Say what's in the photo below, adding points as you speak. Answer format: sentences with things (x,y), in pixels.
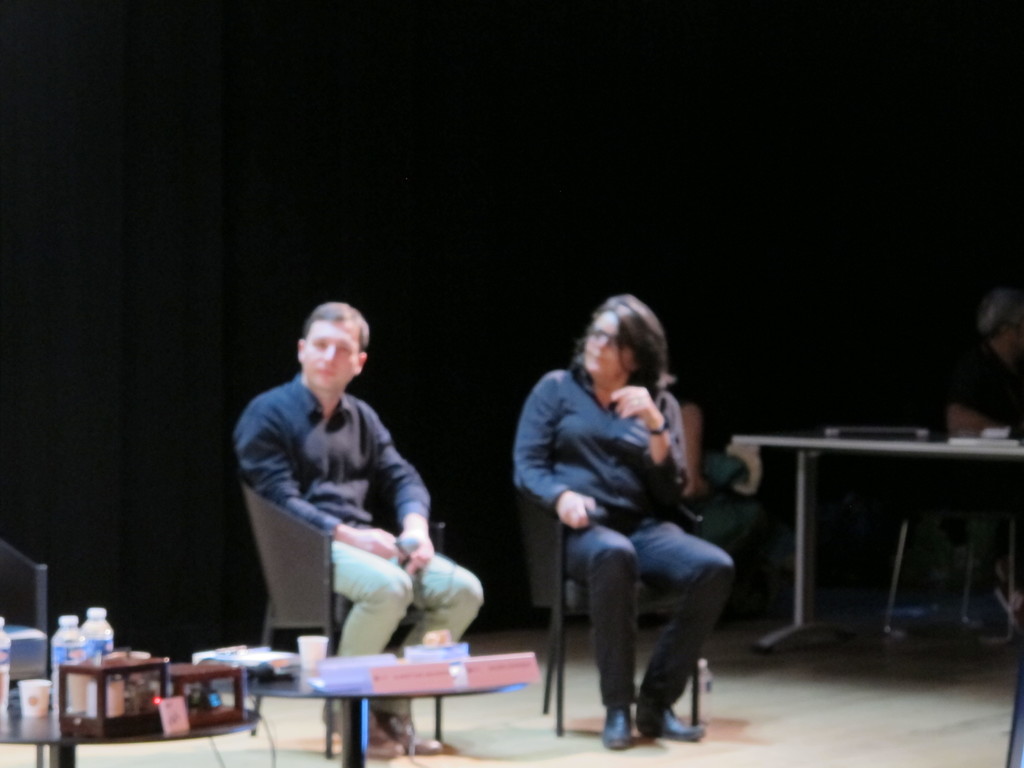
There is a man (368,340) sitting on a chair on the left side (272,494). There is a woman (534,481) sitting on the right side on a chair (555,601). This is a glass table (69,749) where a glass (44,686) and a bottle (103,643) are kept on it.
